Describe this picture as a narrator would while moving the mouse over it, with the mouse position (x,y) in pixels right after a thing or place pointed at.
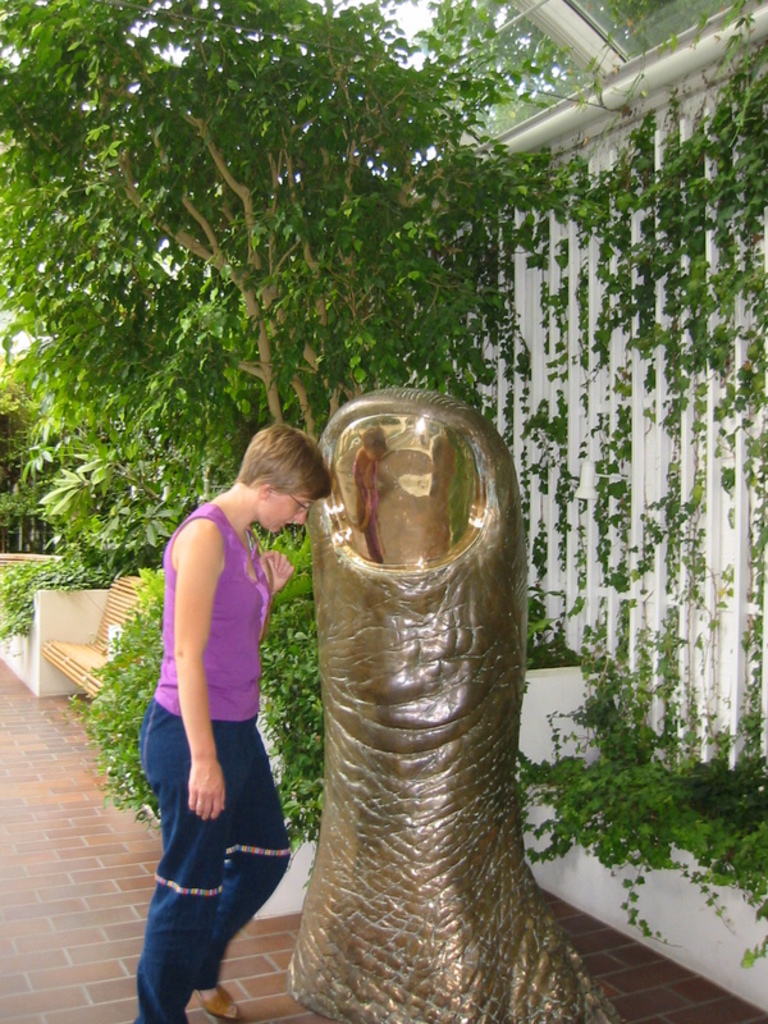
In the center of the image (272,504), we can see a person (217,677) standing and wearing glasses (293,503) and there is a statue (428,553). In the background (383,361), there are trees (325,240) and we can see glass roof (499,59) and railings (633,514) and there are creepers (582,804) and we can see a bench (90,662). At the bottom (96,882), there is floor (93,858).
